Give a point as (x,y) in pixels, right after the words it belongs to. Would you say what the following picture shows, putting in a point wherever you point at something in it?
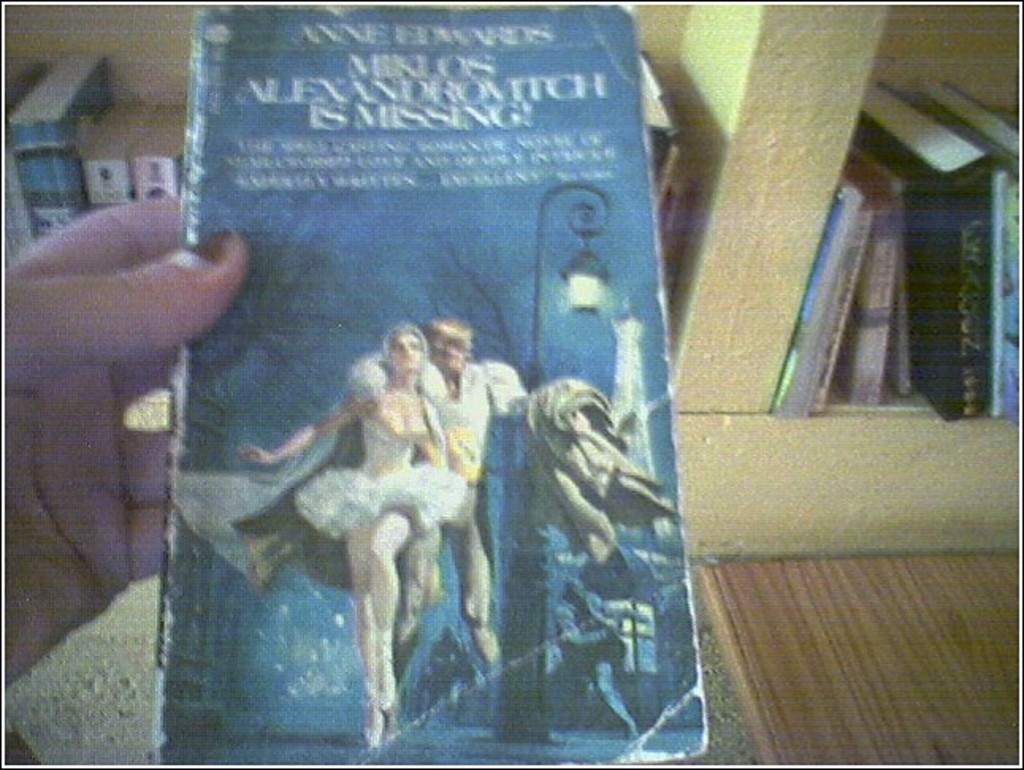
In the foreground of the pictures there is a person (157,367) holding a book (367,360). In the background (47,153) there are books (49,168) in bookshelf (995,480). On the right (889,626) there is a wooden desk (885,644).
